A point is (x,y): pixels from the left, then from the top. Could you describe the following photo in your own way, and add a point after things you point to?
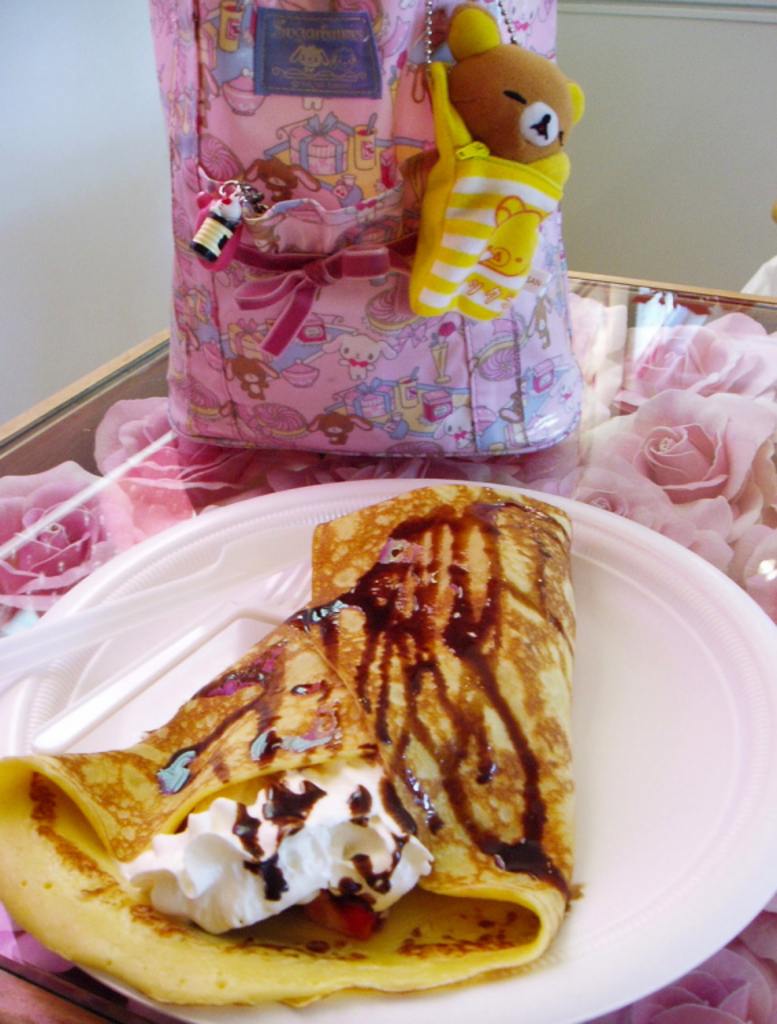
In this image there is a food item (280,688) with a fork (181,642) and a knife (180,657) in a plate (215,673) on a table (121,541), beside the plate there is a bag (346,383), behind the bag (346,383) there is a wall (741,144).
